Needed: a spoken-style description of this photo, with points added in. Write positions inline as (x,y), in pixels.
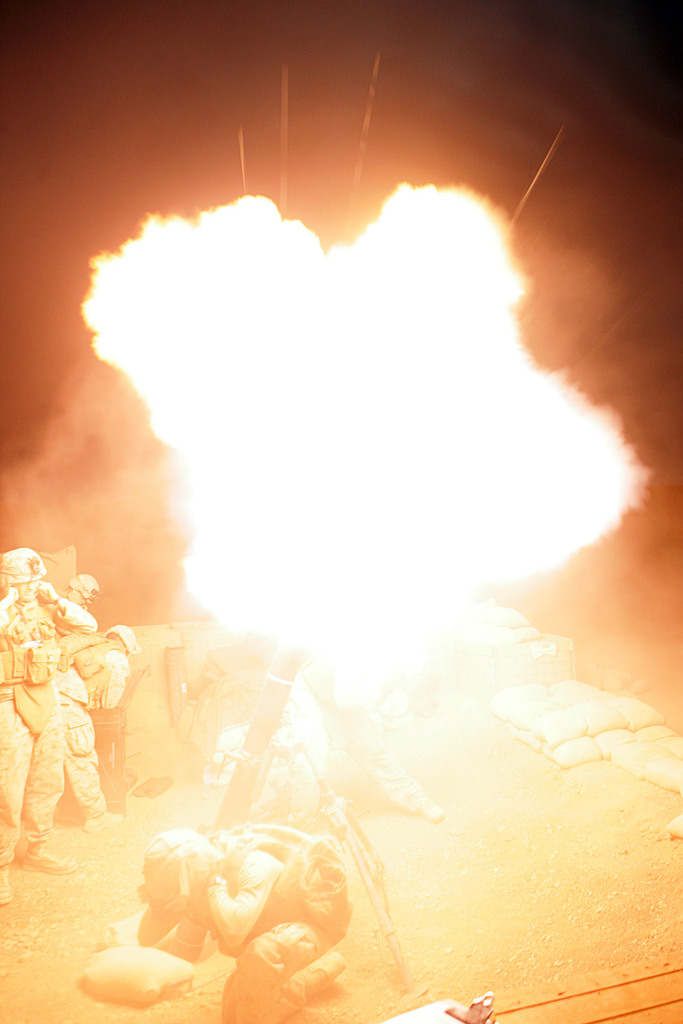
In this image few persons (77,739) are wearing uniforms (79,749) and helmets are on the land (418,877) having few bags (679,815) on it. Middle of image (351,675) there is fire (605,478).
